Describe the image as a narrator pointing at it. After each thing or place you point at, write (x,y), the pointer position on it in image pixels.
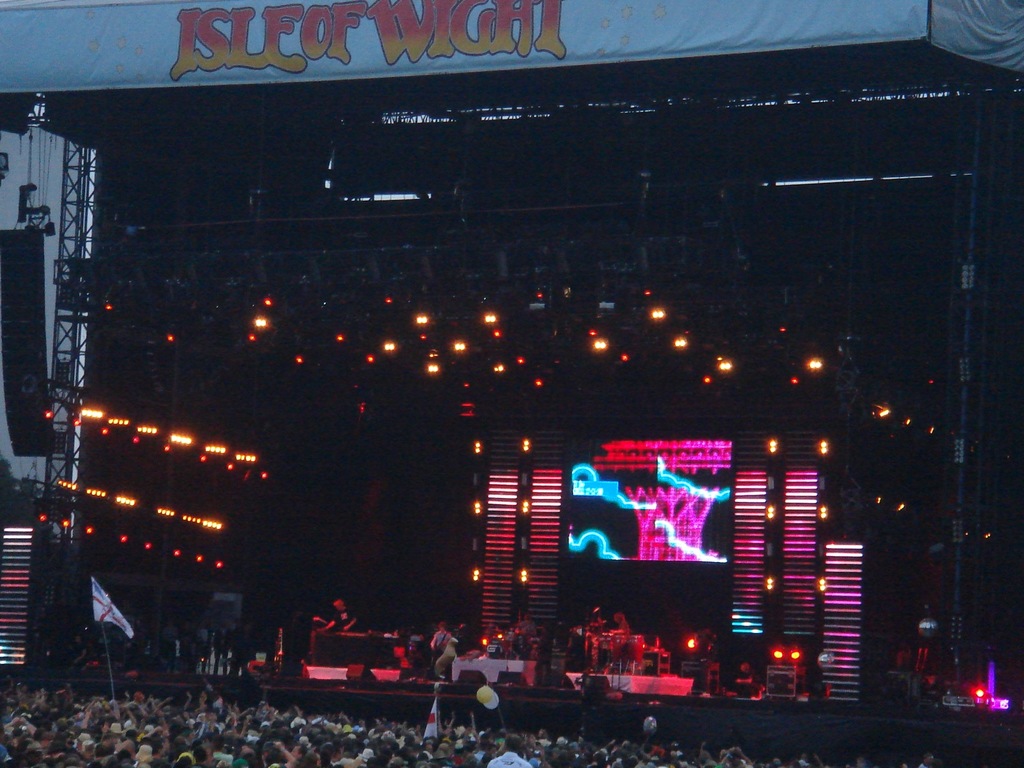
In this image we can see stage (324,316) with lights (687,645). Also there is a screen (653,543). And there are people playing musical instruments (597,640). At the top (293,38) we can see banner (400,44) with text (310,36). At the bottom (510,746) there is a crowd (255,705). Also there are flags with poles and balloons (497,692).
